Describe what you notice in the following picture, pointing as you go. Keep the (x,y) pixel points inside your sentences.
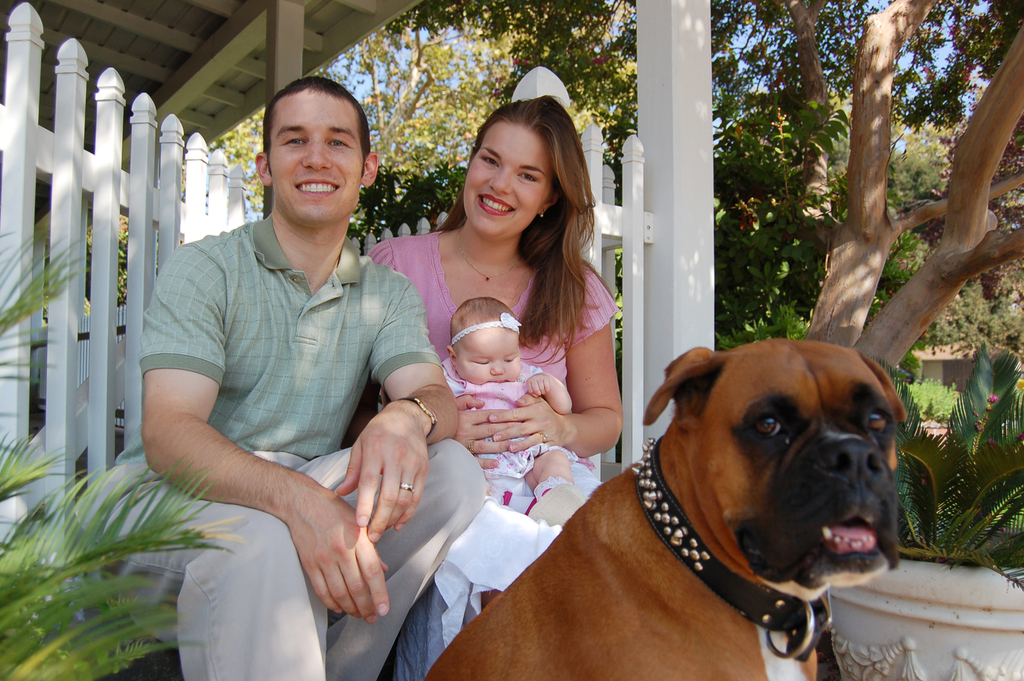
2 people (414,249) are sitting. The person (316,504) at the left (330,155) is wearing a green t shirt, the person (460,248) at the right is wearing a pink t shirt (588,306) and holding a baby (506,372). There is a brown dog (713,466) in front of them. Behind them there is white fence (188,205). There are trees (803,89).
